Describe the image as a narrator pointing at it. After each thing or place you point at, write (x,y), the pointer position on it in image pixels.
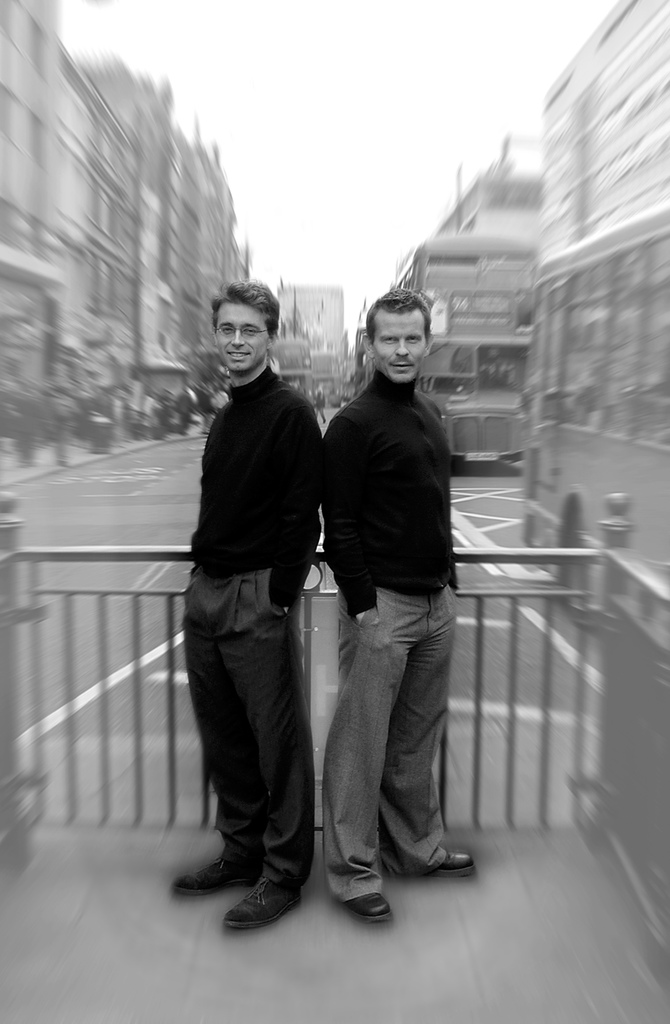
As we can see in the image in the front (355,527) there are two people (301,472) wearing black color shirts (296,538). There is fence (114,639), buildings (155,235) and sky (422,74). The image is little blurred.
